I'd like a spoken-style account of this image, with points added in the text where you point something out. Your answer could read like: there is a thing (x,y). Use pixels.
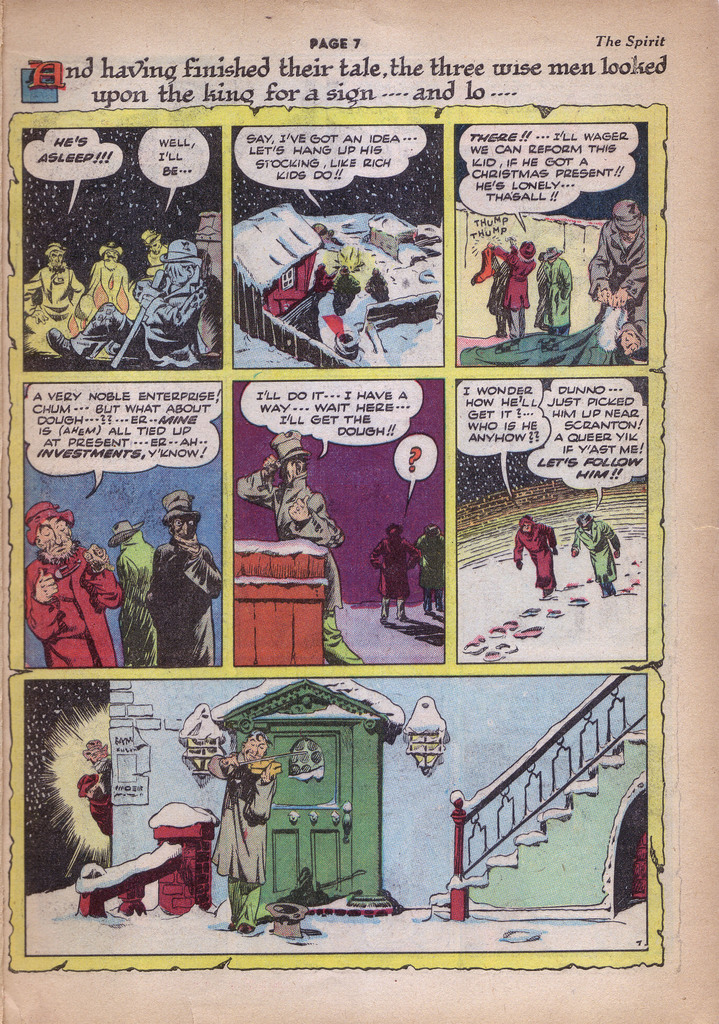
This is a comic page. In this there are many sentences (336,405) and some cartoon images (534,553) of people (71,350). On the right corner (510,818) there is a staircase (570,795). On the top of the page there is a sentence (344,93) written.
